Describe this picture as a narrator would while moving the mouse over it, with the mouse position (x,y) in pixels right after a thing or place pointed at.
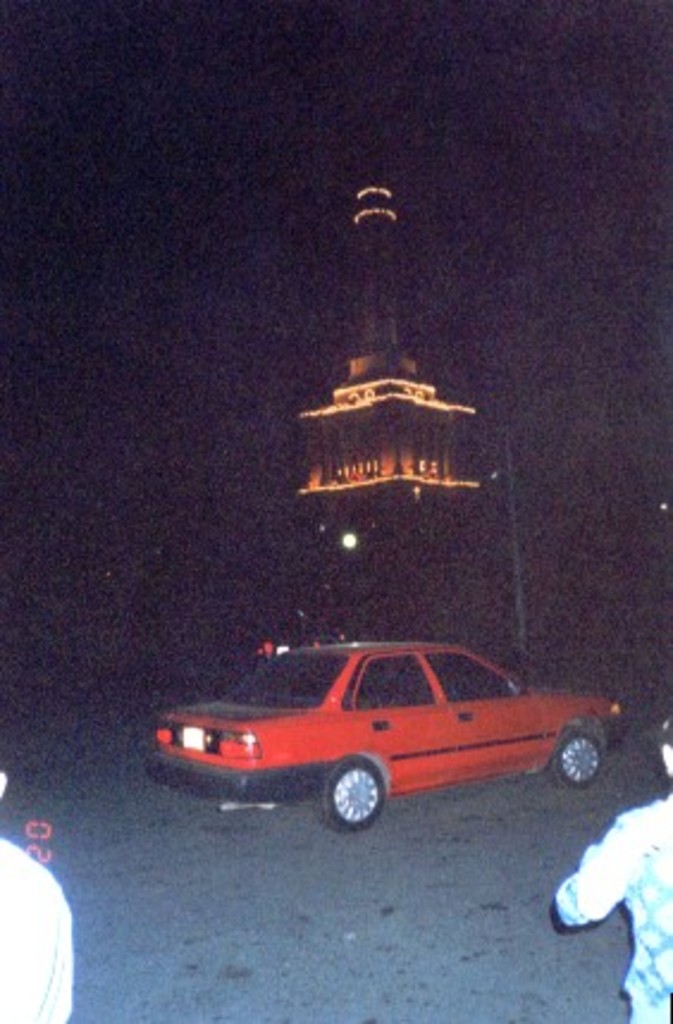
In the image there is a car (419,686) on the road (480,1010) with a tower (371,356) in the background (373,407) with lights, there are two persons (641,840) on either side of the image.
